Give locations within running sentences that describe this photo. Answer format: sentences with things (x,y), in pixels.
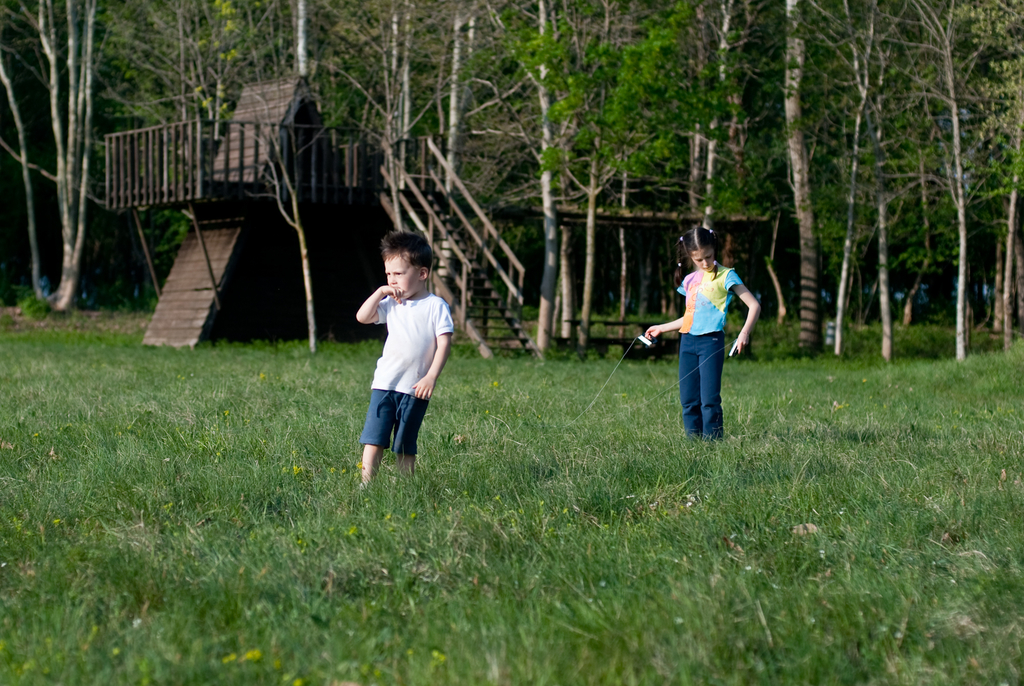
In this image we can see two persons (700,294). In the background of the image (552,136) there are trees (542,133), wooden objects (252,169) and other objects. At the bottom of the image (531,551) there is the grass (233,566).
